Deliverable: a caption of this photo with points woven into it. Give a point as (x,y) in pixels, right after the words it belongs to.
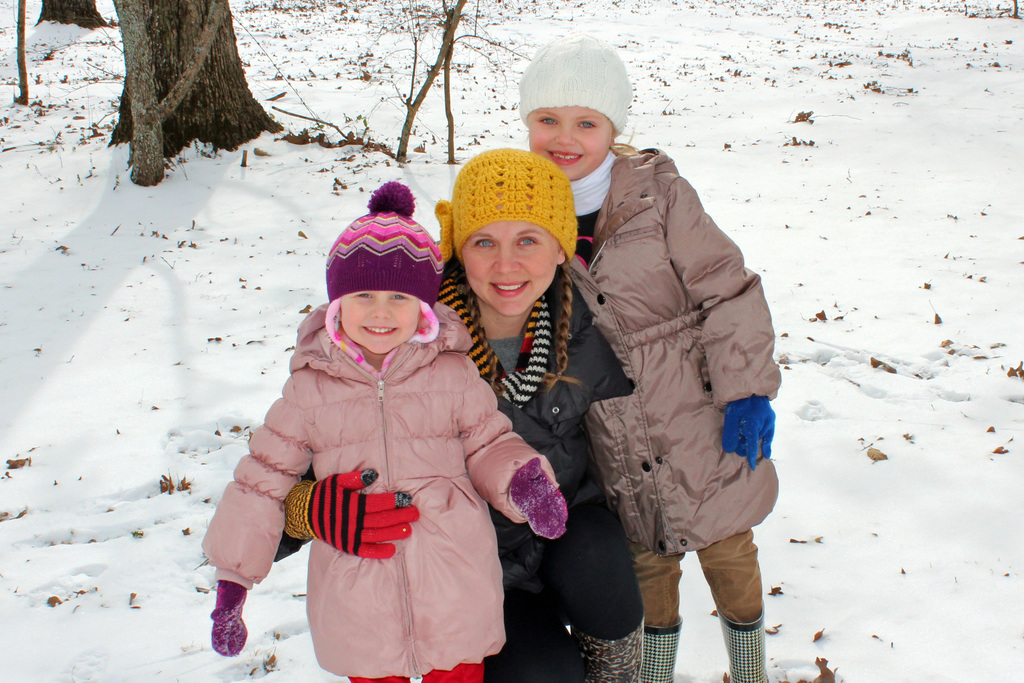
In this image we can see three people (509,289) standing on the snow (173,560). A woman (585,334) wearing yellow cap (537,202) is holding a child (459,366) in her hand (311,519). In the background (190,27) we can see group of trees (203,35).
